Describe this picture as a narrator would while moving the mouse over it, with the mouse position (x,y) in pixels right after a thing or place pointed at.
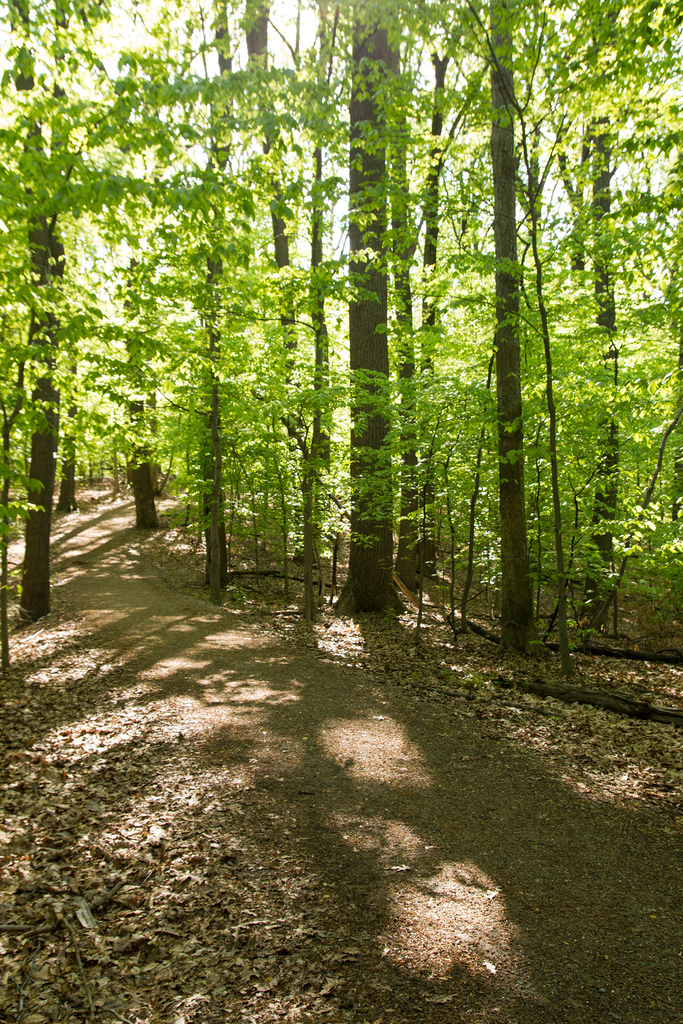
In the image we can see some trees (488,459). At the bottom of the image (28,705) there are some leaves (27,625).
